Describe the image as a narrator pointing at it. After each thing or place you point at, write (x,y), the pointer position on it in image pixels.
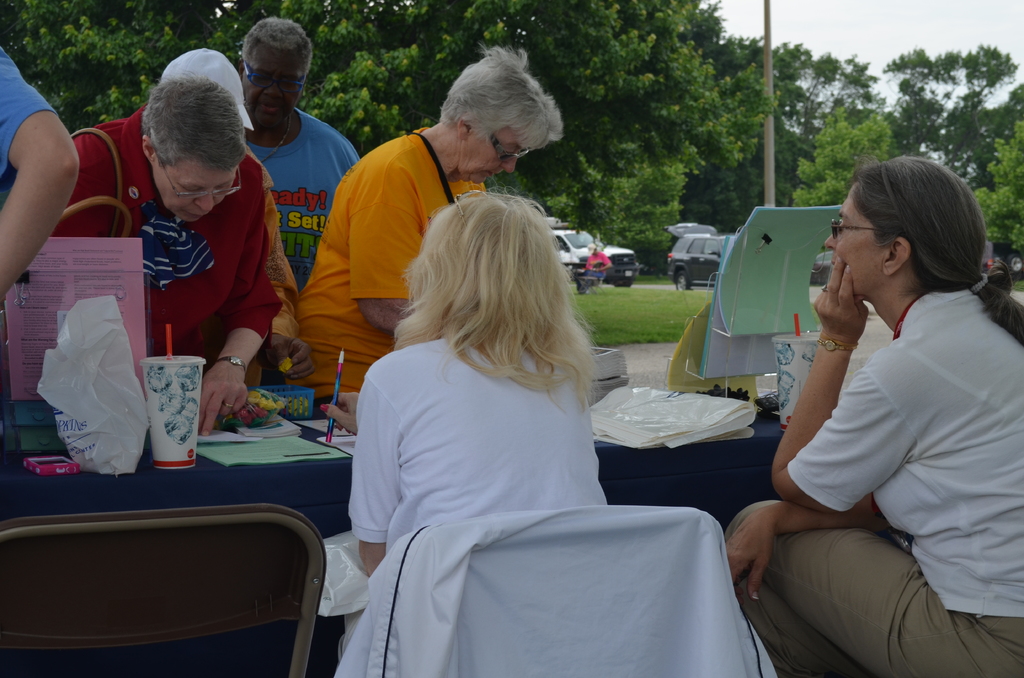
At the top (866,34) we can see sky (846,37). These are trees (609,108). This is a fresh green grass (631,313). We can see vehicles (707,279) on the road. We can see two women (878,402) sitting on chairs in front of a table (270,428) and on the table (324,431) we can see glasses (175,393), polythene cover (117,384), files (757,267). We can see persons (299,117) standing near to the table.
